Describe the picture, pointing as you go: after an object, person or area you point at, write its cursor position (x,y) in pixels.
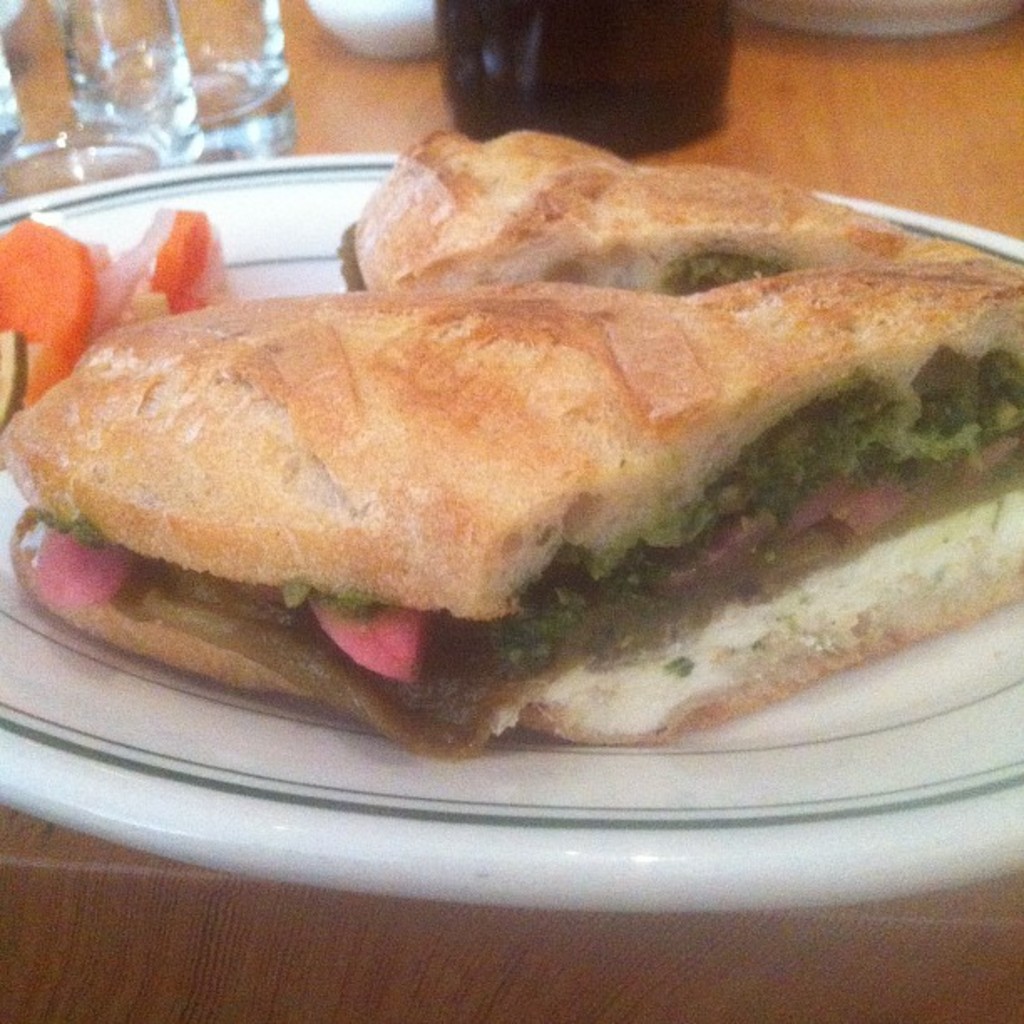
In this image there are food items (298,390) in a plate (878,729). Beside the plate (331,171) there are glasses (211,67) and a few other objects (507,19) on the table (922,110).
